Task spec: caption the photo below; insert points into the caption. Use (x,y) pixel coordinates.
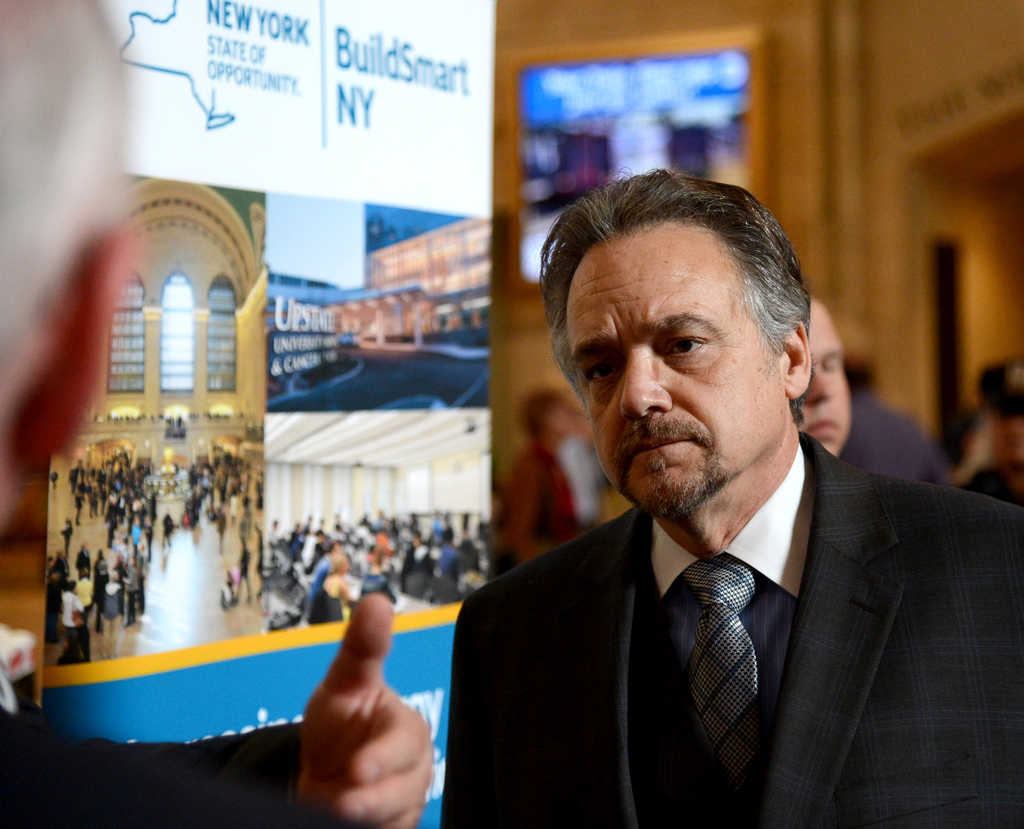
In this image we can see some people (711,557). We can also see a board (124,595) with some pictures (299,514) and text (310,314) on it. On the backside (520,80) we can see a group of people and a frame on a wall (544,347).
